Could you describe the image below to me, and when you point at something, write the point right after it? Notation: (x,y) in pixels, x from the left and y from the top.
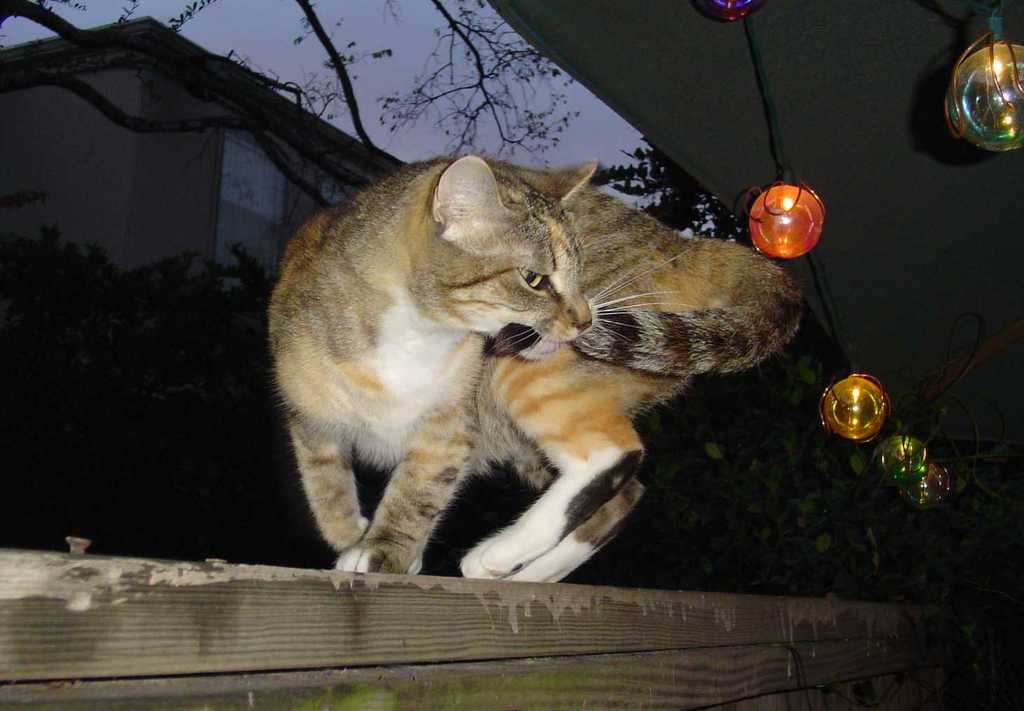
In this picture we can observe a cat (601,320) on the wooden wall (576,613). The cat (560,398) is in brown and white color. We can observe some lights (809,218) hanging here. In the background (164,167) there is a building (164,167) and some trees (757,403). There is a sky (395,85).
